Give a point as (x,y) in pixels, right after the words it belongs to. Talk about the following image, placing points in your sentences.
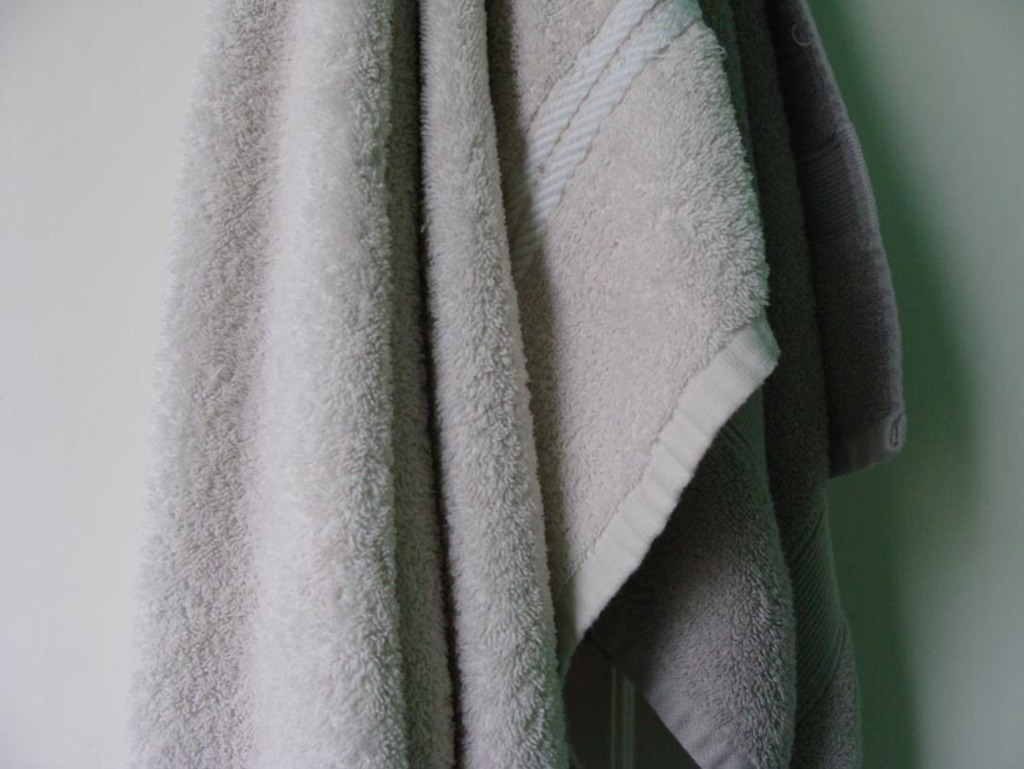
In this image I can see a towel (175,247) in white color and I can see white color background (914,392).
